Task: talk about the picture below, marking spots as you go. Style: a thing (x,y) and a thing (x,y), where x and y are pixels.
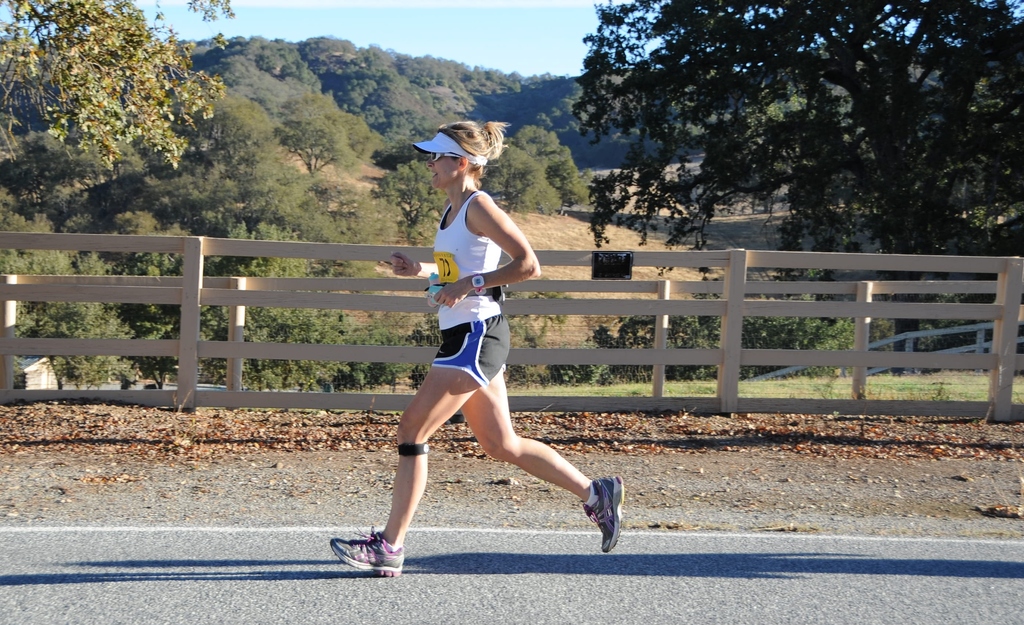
In this picture I can see a woman (473,301) is running on the road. The woman (461,277) is wearing glasses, tank top (460,226), shorts (450,367) and shoes (365,544). In the background (436,205) I can see a wooden fence (616,310), trees (400,213) and the sky (291,8). Here I can see grass (902,384).
